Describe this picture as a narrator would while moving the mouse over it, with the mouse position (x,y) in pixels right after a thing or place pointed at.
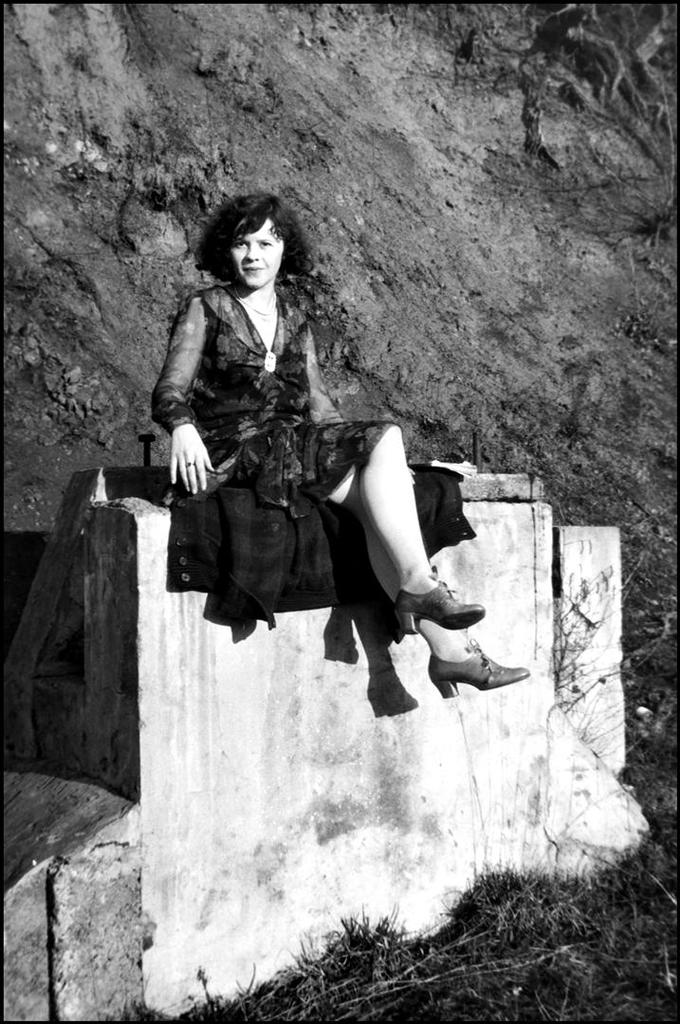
This is a black and white image. In this image we can see a woman (244,438) sitting on the wall (284,780). In the background (363,38) there is a rock (571,294).
